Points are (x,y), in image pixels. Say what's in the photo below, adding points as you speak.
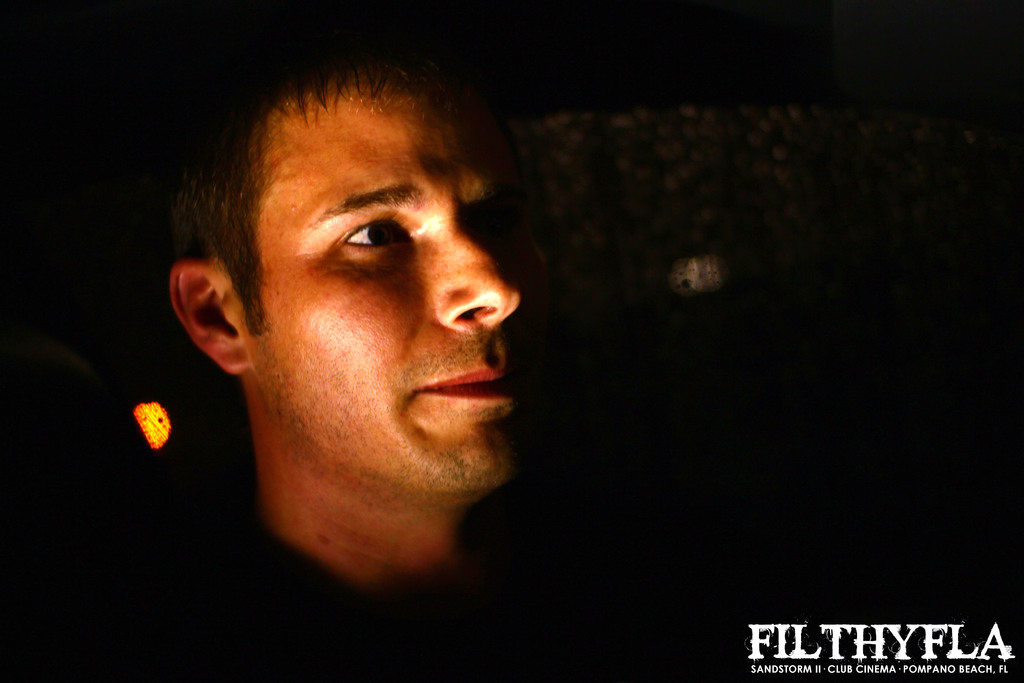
In the image there is a man (391,474) visible and the background (251,1) is total dark.
